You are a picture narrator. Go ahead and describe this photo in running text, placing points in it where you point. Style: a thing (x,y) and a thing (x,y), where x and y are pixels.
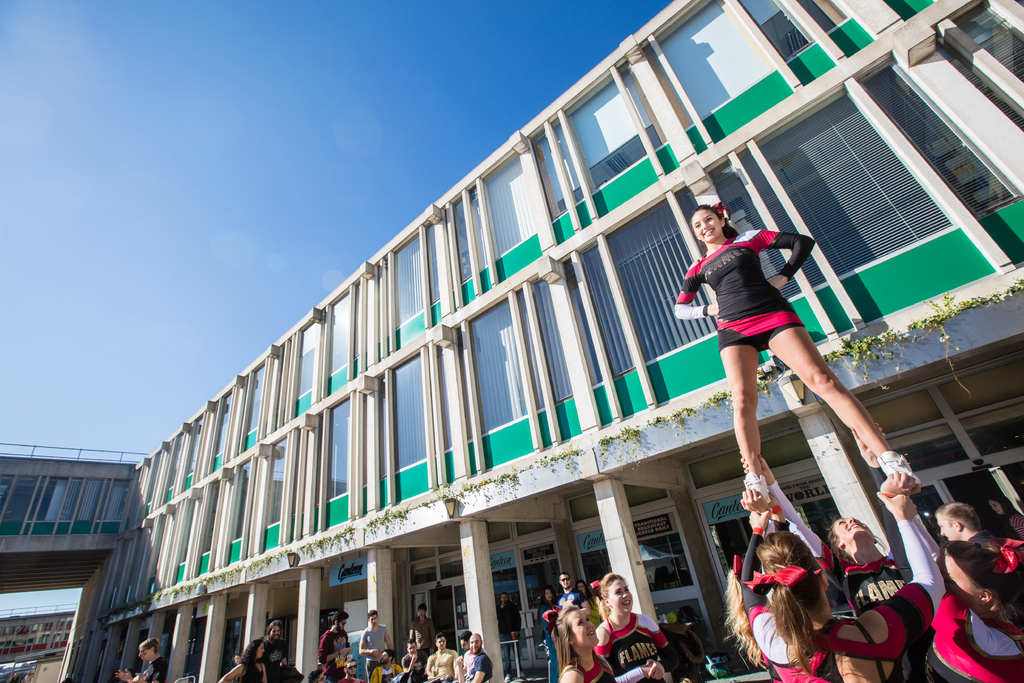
There are people (845,548) standing and these women (868,604) are holding legs (769,486). We can see building (647,226) and pillars (840,505). In the background (938,462) we can see building (365,526) and sky (277,120).
